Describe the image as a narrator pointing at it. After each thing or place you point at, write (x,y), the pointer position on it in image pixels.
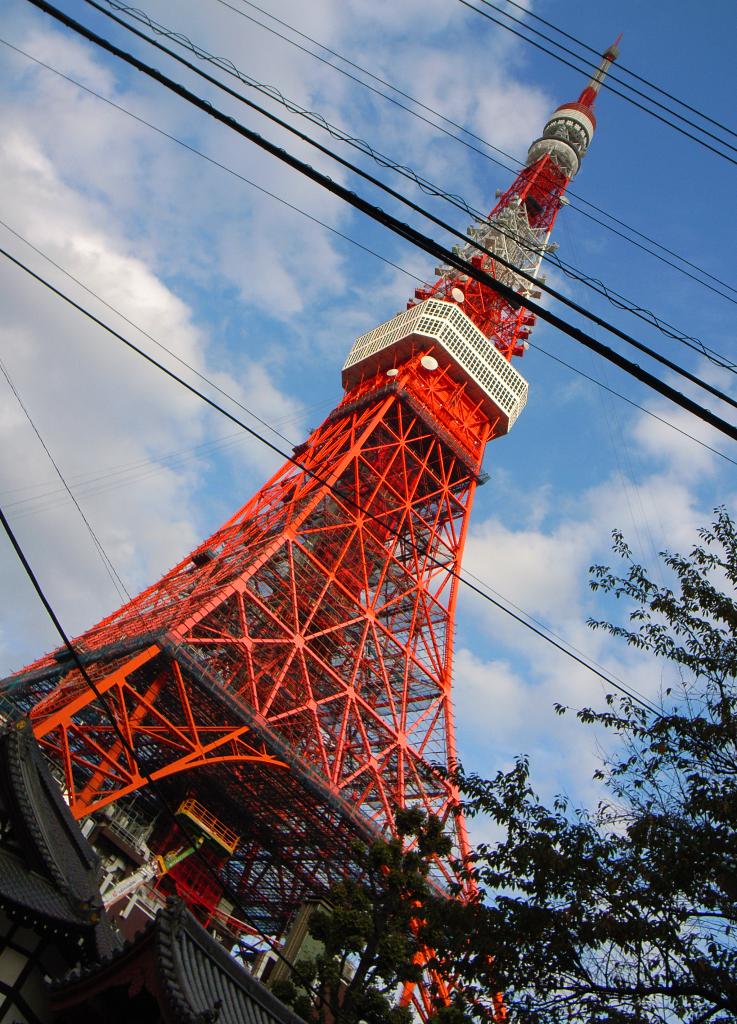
In the center of the image (395,611) there is a tower (418,617). At the bottom (187,992) we can see sheds (57,864). On the right (558,1003) there is a tree (631,853). At the top (288,51) there is sky (186,114) and wires (286,105).
